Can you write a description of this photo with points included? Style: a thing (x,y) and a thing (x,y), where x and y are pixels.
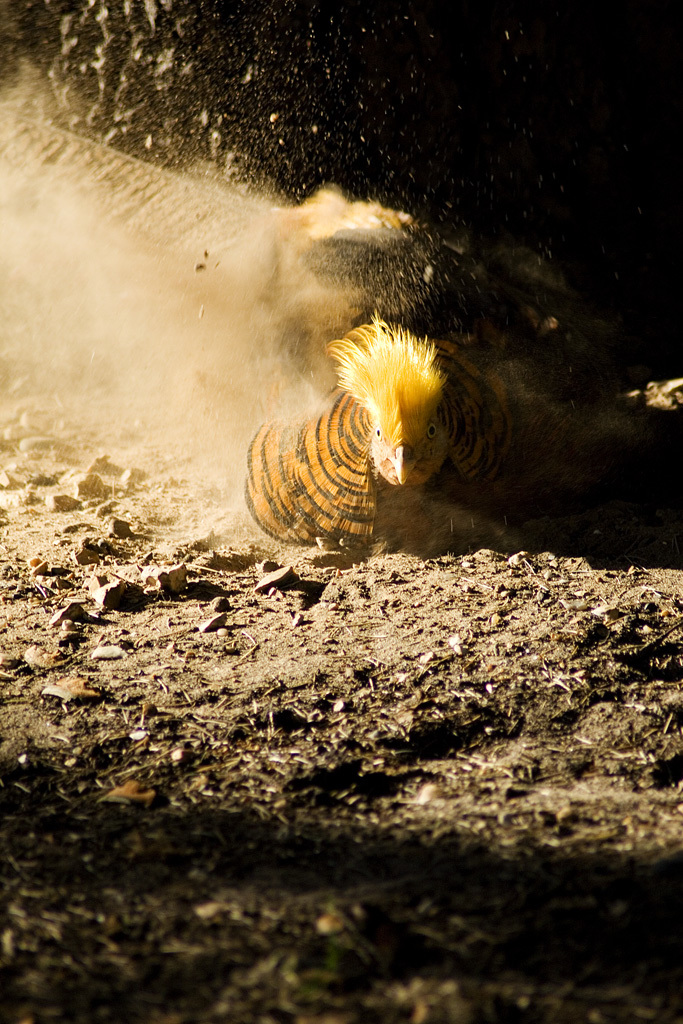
In this image there is a pheasant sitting on the ground (208,486).
